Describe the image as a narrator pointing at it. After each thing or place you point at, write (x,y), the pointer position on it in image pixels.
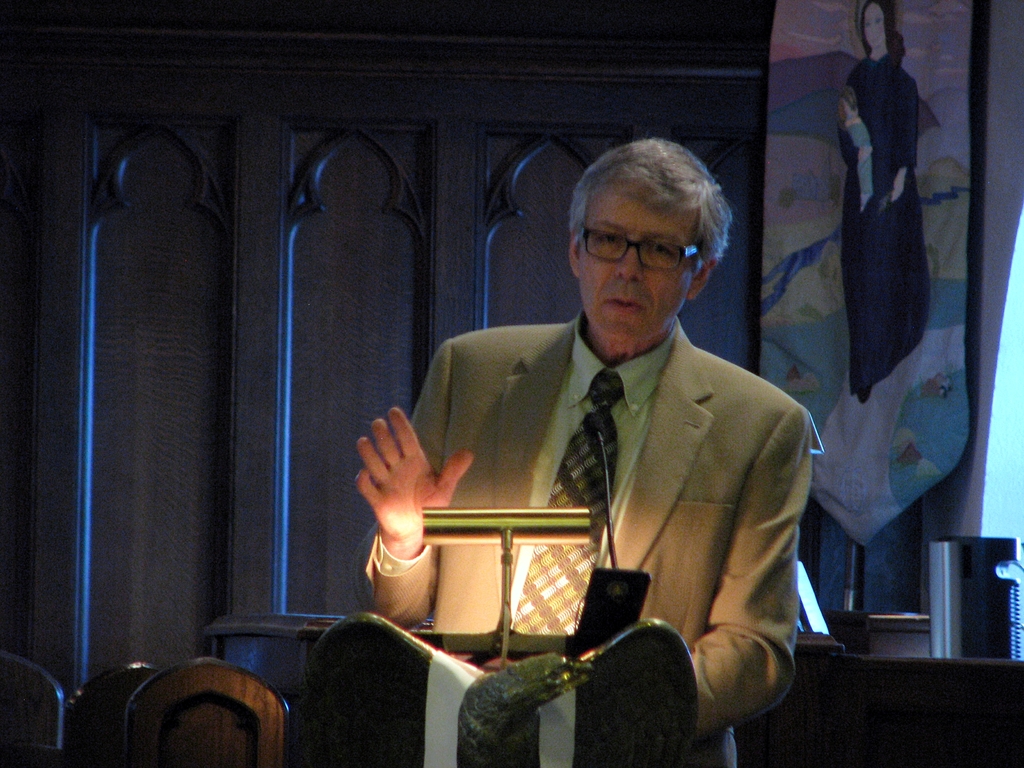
In the center of the image (527,482) we can see a man (732,605) standing, before him there is a podium (545,684) and we can see a mobile (639,576) and a lamp (557,525) placed on the podium (611,761). On the left (193,711) there are chairs (222,669). In the background (294,42) we can see a door (531,97) and a curtain (836,83).
